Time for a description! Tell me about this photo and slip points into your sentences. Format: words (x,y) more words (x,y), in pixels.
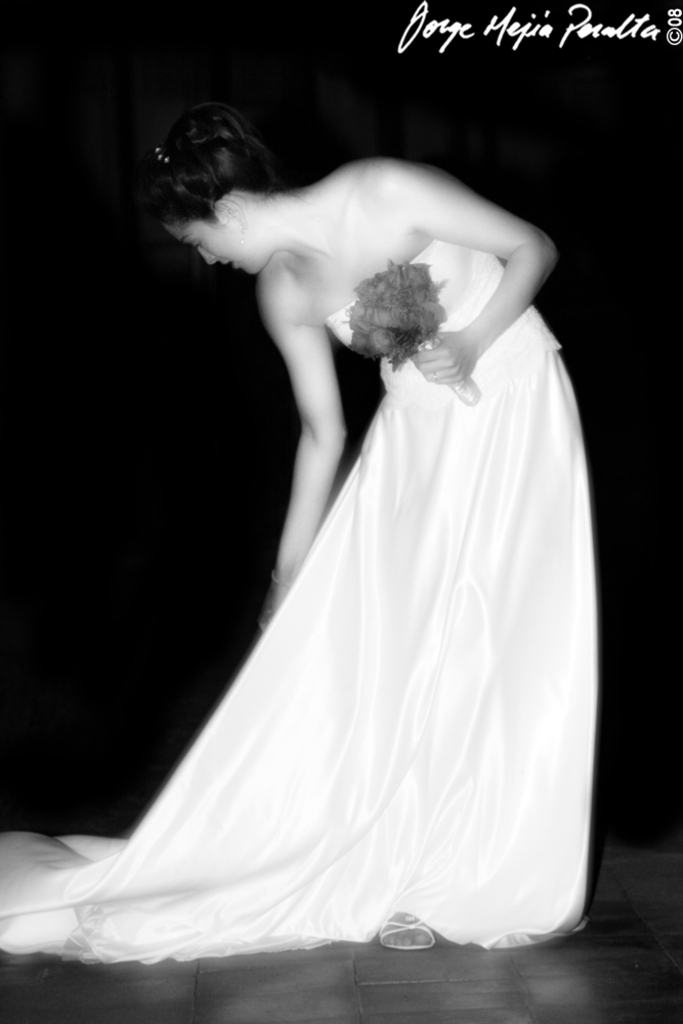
In this picture, we see the woman (506,479) in the white dress (460,612) is stunning. She is holding a flower bouquet (422,270) in her hand (471,351). In the background (66,587), it is black in color. This is a black and white picture. This might be an edited image.
